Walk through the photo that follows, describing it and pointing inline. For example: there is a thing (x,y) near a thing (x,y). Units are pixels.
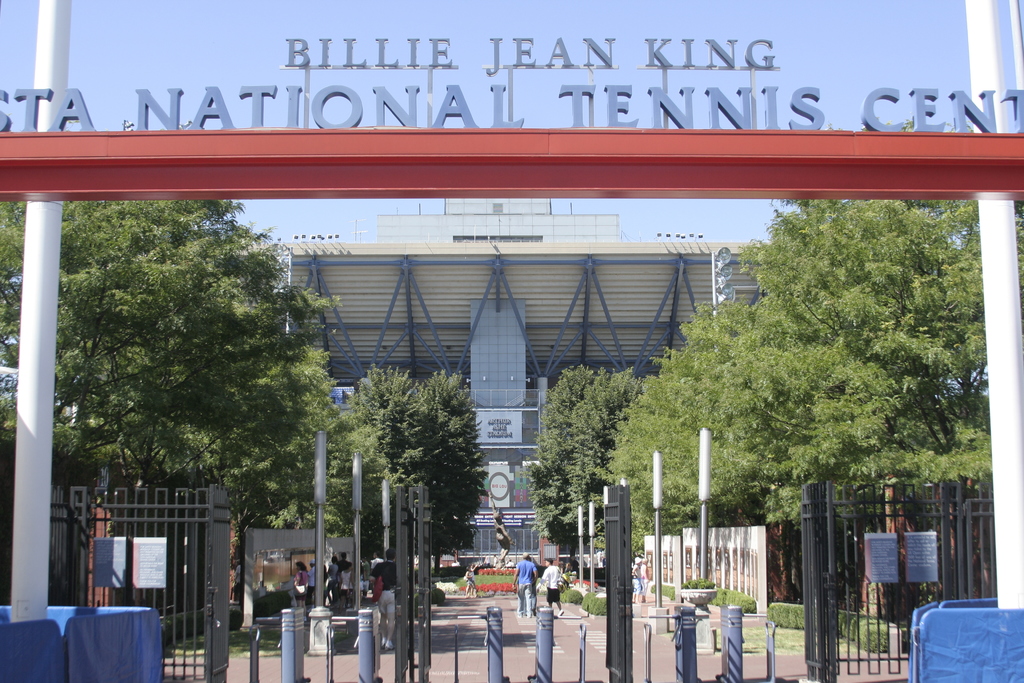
There is text (563,88) on entrance (45,59) and poles (47,536) in the foreground area of the image (542,661), there are people (531,567), trees (569,517), it seems like a boundary (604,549), gate (621,511), building (567,294) and the sky (111,5) in the background (535,45).
